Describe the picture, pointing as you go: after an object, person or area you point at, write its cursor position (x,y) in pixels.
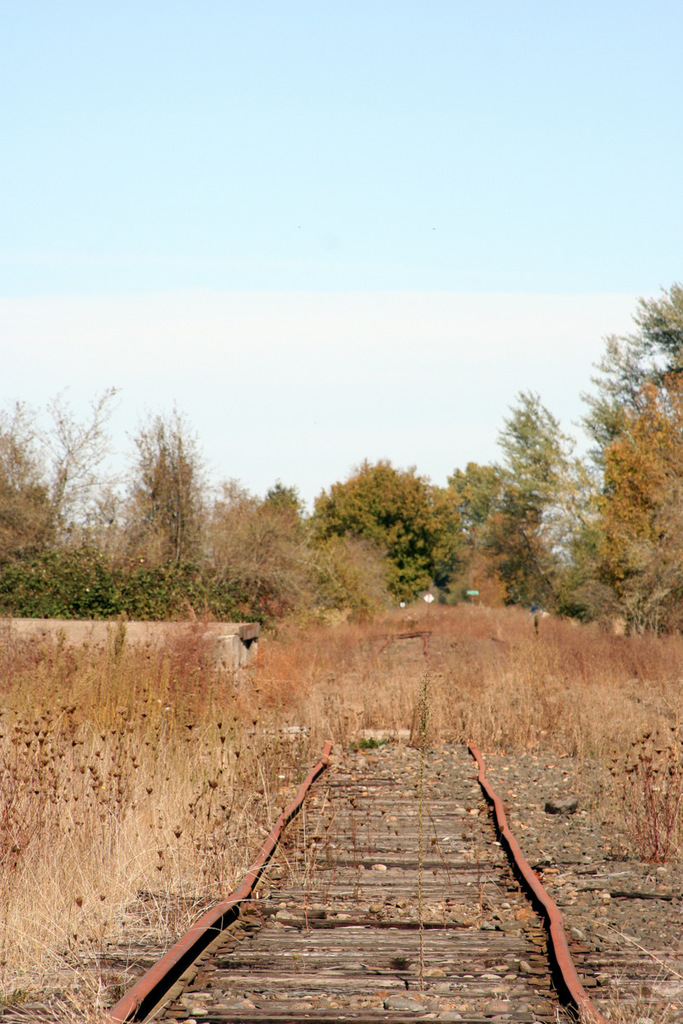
In this image we can see some plants (188,733), trees (287,579), stones (357,757), poles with boards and a track (363,750), in the background (268,174) we can see the sky (325,202).
